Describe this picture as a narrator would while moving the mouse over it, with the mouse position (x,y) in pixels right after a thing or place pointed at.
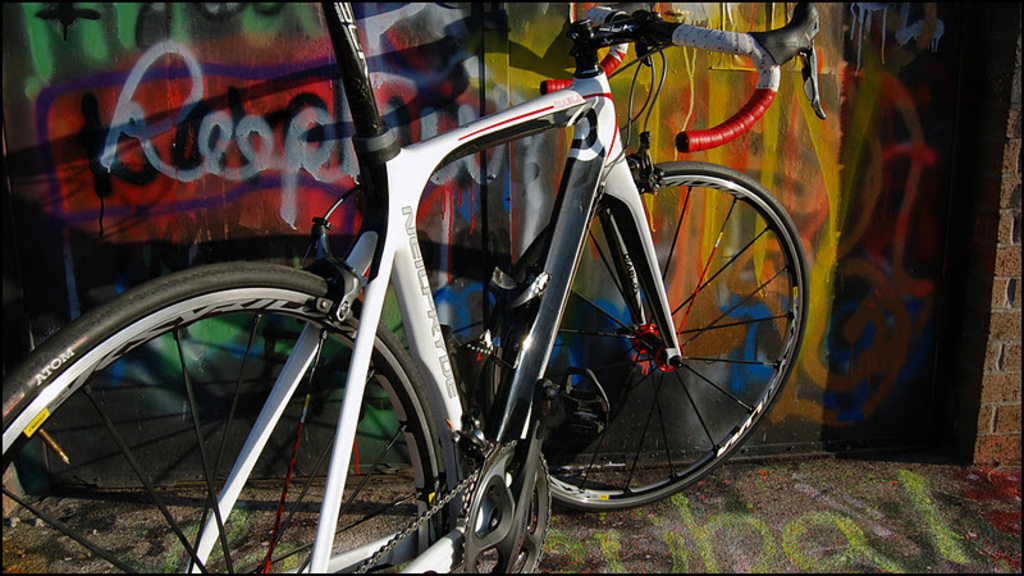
This picture is clicked outside. In the center (414,202) there is a white color bicycle (417,214) parked on the ground (830,468). In the background (929,70) we can see the wall (959,69) and the art of graffiti (262,93) on the wall (846,187).
